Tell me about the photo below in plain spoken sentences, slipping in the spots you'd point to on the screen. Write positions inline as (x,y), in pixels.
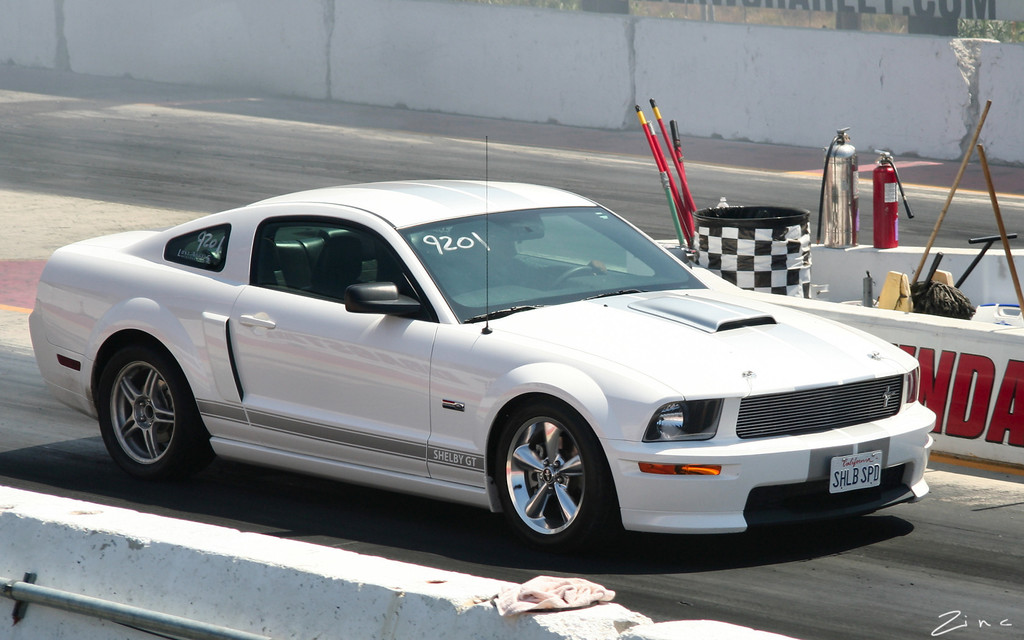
In the middle of this image (668,425), there is a white color vehicle (351,296) on the road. Beside this road (466,518), there is a cloth (554,597) on a white wall (252,560). On the left side (10,584), there is a pipe (107,608) attached to this white wall (191,591). In the background (843,206), there are two cylinders (874,188), red color sticks (671,190), wooden sticks (993,204), a tin (792,218) and other objects (943,279). Beside them, there is another road (867,201) and there is a white color wall (810,57).
